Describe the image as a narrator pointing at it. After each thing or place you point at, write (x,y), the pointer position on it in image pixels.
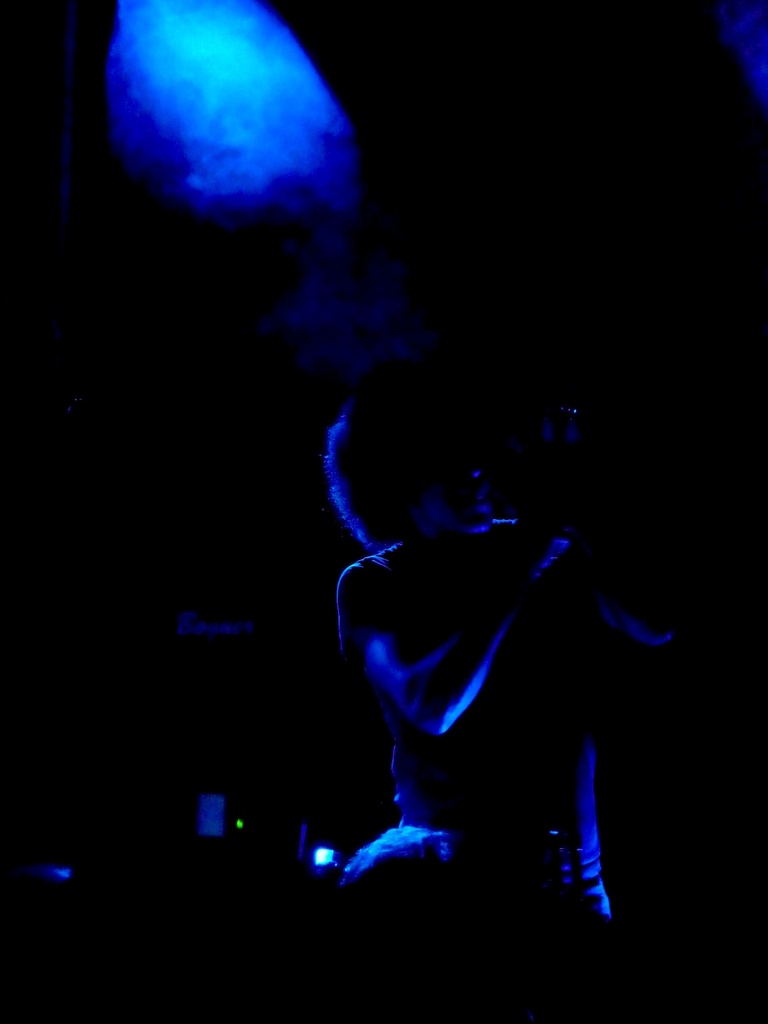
This image is taken in the dark where we can see there is a person (476,728) in the middle (455,662). At the top (289,120) there is blue color light (217,97).
